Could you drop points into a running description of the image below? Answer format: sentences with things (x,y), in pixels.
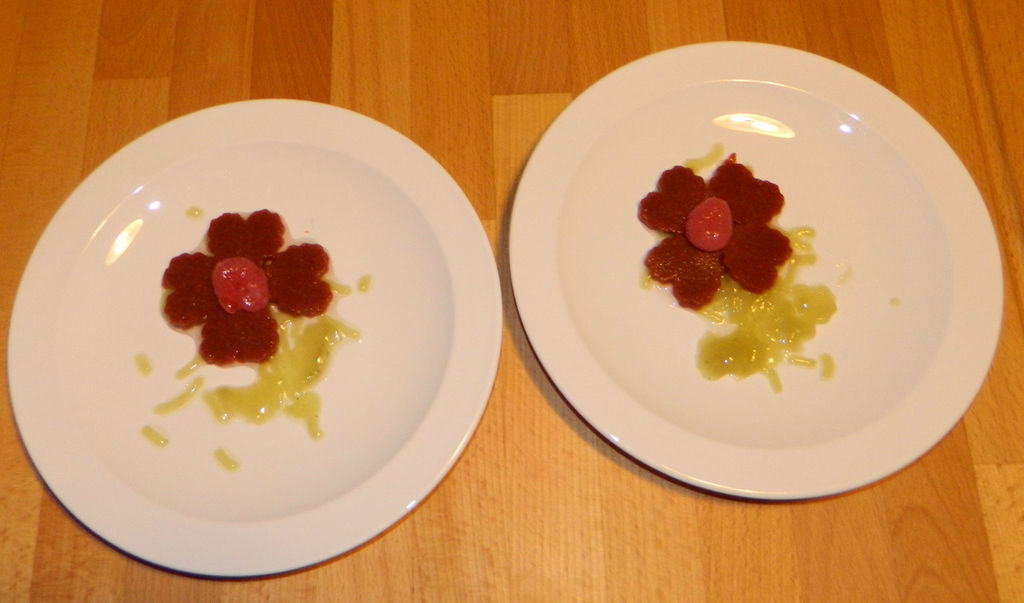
This image consists of plates (949,394) in which we can see the food item (297,270) in the form of flowers (232,317). At the bottom (930,512), there is a table (894,585) made up of wood (280,592).
